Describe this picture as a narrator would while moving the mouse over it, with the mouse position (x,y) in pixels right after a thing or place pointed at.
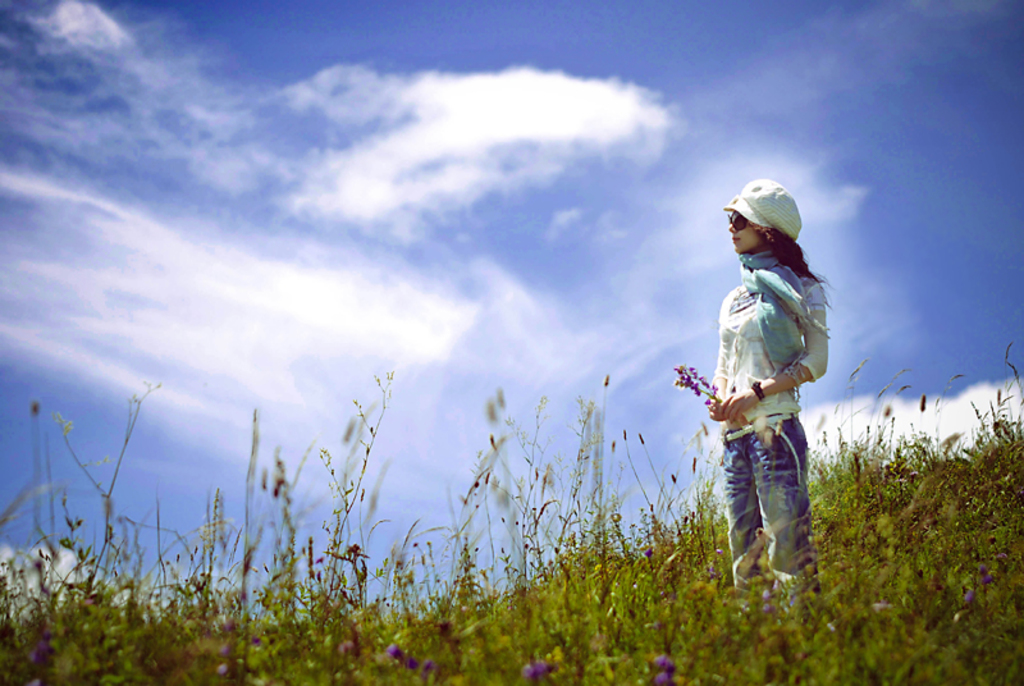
In this picture there is a woman (770,373) standing and holding the flower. There are flowers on the plants (491,632). At the top (639,72) there is sky (597,80) and there are clouds (379,80).
